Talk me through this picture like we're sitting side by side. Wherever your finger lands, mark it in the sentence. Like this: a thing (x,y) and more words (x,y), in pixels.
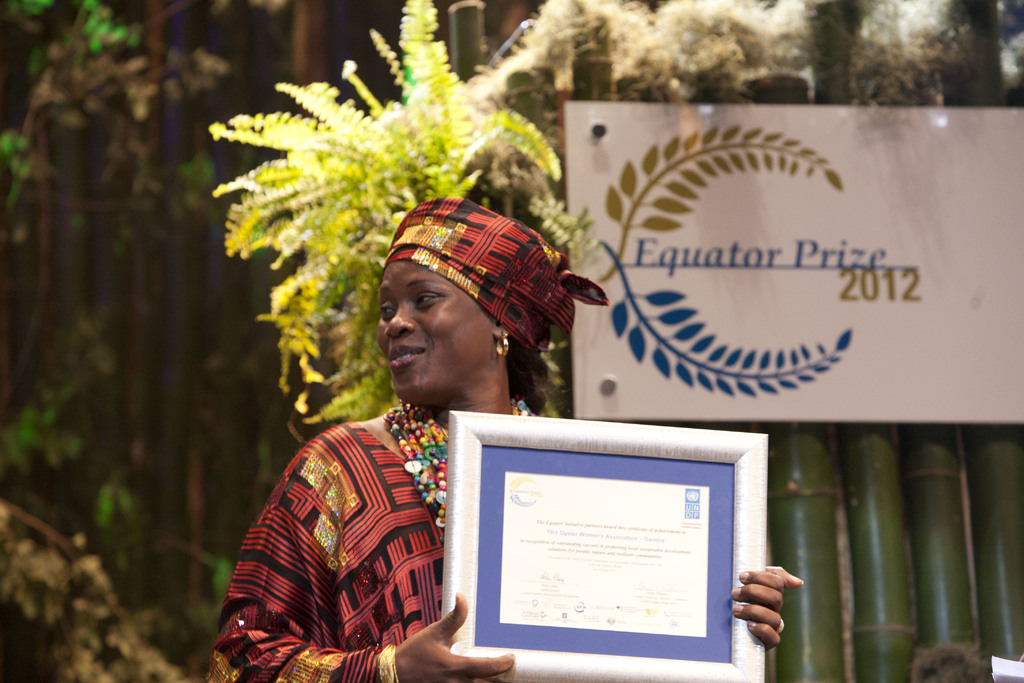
In this image I can see a woman (378,606) is holding a frame (487,572) in hands (436,647) and smiling by looking at the left side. in the background (861,483) I can see a wall (845,477) which is made up of the bamboo sticks (879,536). To this wall (815,425) I can see a white color board (780,317) is attached. At the back of this woman (377,502) I can see some plants (328,314).
